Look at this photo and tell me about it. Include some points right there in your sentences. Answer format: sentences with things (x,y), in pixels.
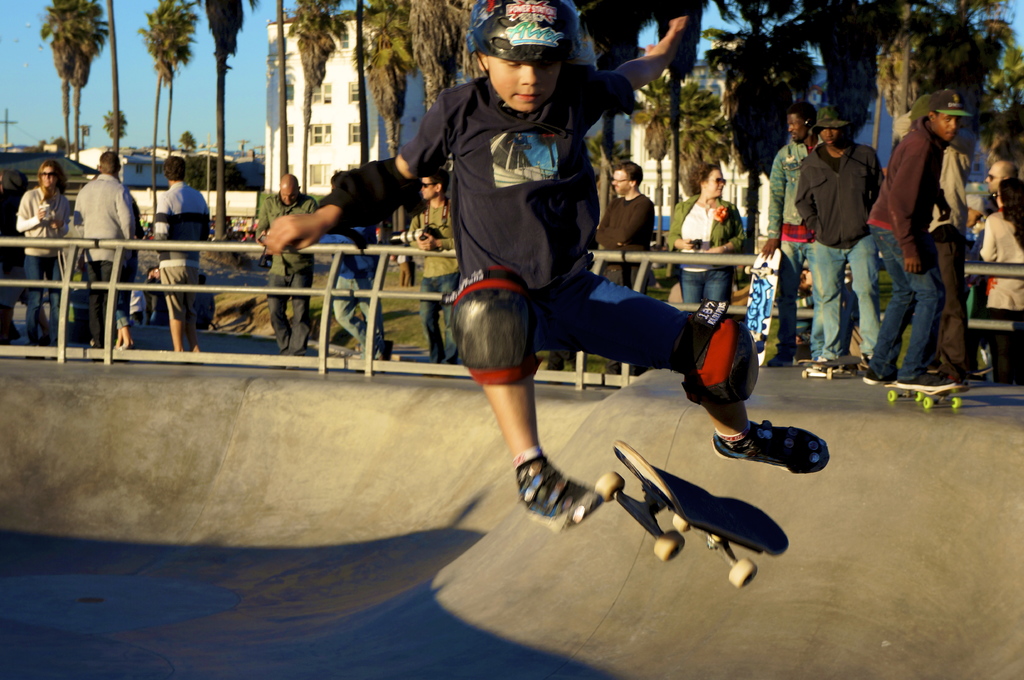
In this image, we can see a person (510,343) in the air. Here there is a skateboard (762,514). At the bottom (824,556), there is a floor (311,561). Background (1015,245) we can see a group of people (712,284) are standing near the rod fencing (13,351). Right side of the image (891,380), a person (890,375) is standing on a skateboard (927,397). Top of the image (846,73), there are so many trees (429,68), buildings (20,154), houses (332,174), glass windows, sky (247,88) we can see.
